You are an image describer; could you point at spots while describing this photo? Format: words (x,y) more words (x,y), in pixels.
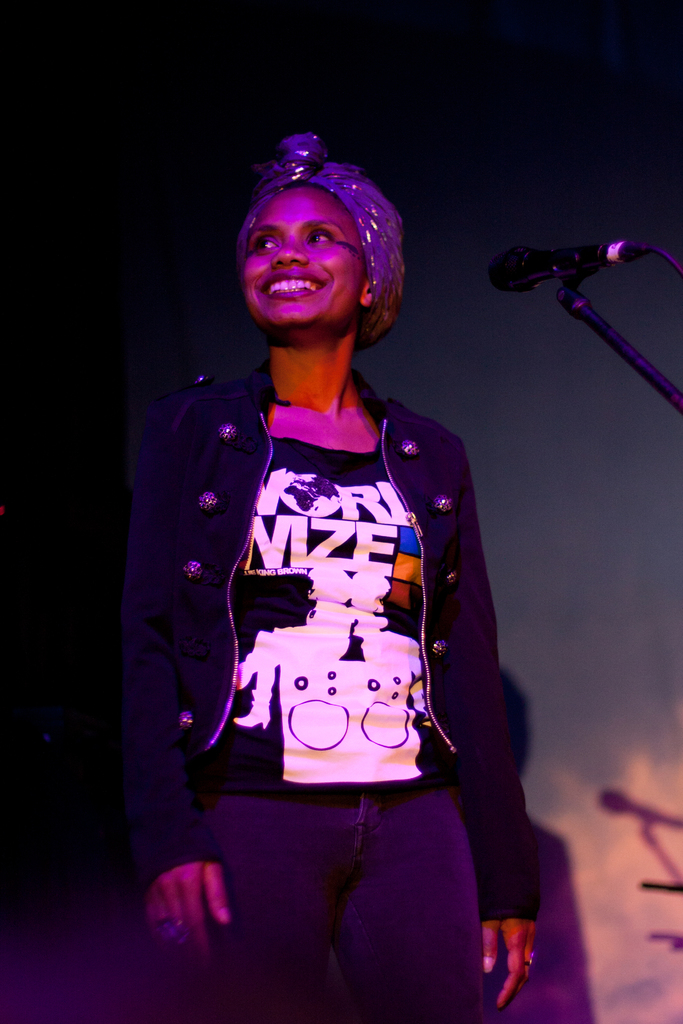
In the image there is a woman (368,788) standing in front of a mic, she is looking towards her right and smiling, some purple color light (280,223) is focusing on the woman (311,694) and the background (572,732) is blurry.
